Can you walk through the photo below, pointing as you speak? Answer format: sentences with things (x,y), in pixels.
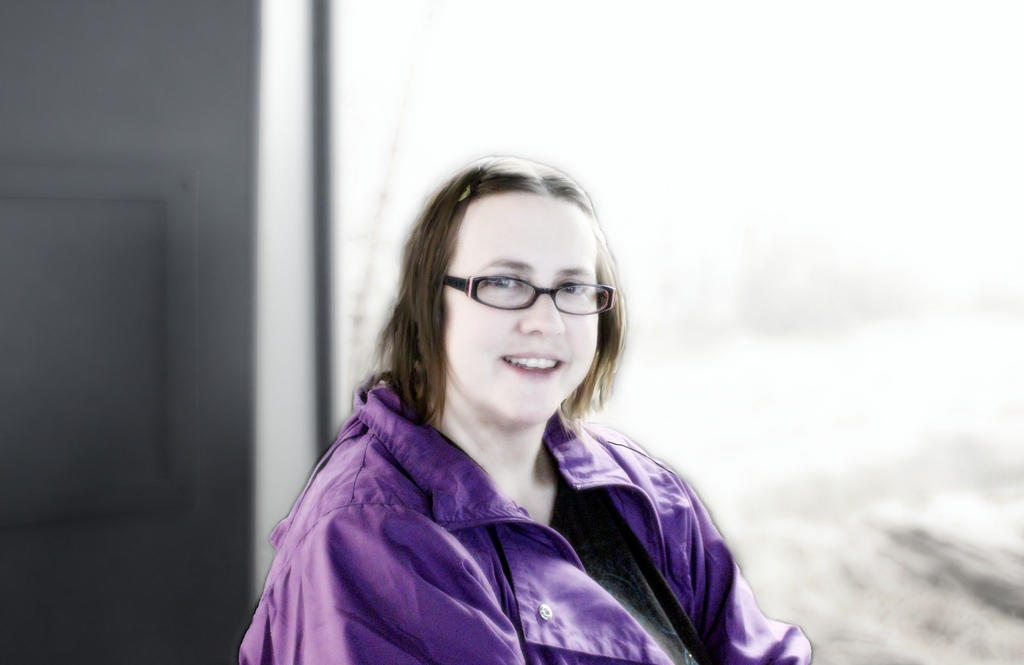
In this image we can see a woman (581,621) wearing purple color jacket (609,648) and spectacles (603,307) is here. The background of the image (998,137) is blurred.
